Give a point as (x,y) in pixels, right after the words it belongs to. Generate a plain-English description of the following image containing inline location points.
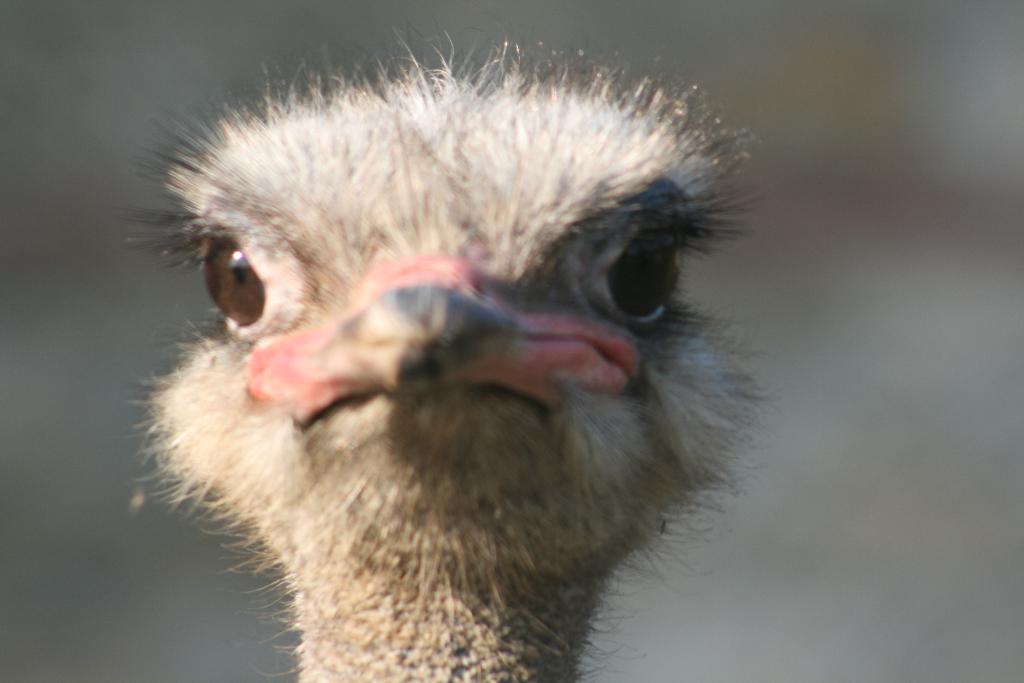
In the picture there is a head part (505,196) of some animal (484,388) is visible, it has a beak (474,329) and the background of the animal (206,452) is blur.
